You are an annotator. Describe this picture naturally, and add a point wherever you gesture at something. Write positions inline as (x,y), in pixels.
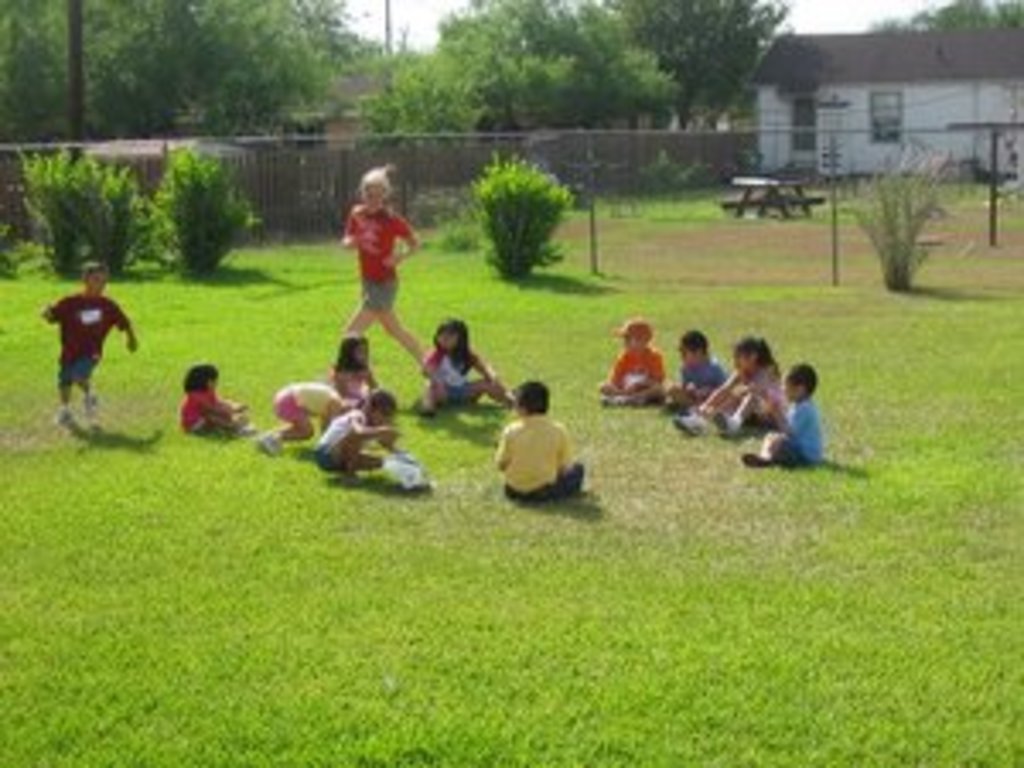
In this image we can see a group of children (344,367) sitting in a ground (301,547) and two children (383,220) are running beside them. We can also see some grass (498,594), plants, a fence (384,151), bench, a house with roof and windows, a group of trees (494,72), a pole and the sky (427,31) which looks cloudy.
